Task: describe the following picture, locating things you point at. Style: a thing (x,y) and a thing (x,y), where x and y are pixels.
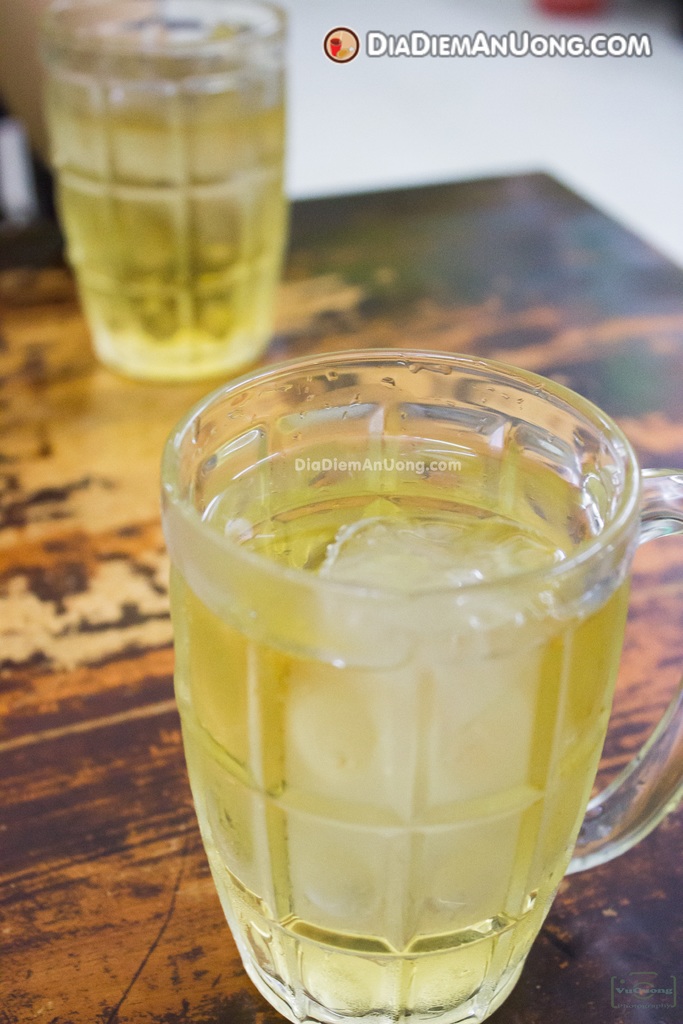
In this image we can see two glasses (193,285) of liquid (101,246) on the wooden table (618,412). We can also see the watermark (384,461). At the top (336,42) we can see the logo (343,35) and also the text (614,36).
